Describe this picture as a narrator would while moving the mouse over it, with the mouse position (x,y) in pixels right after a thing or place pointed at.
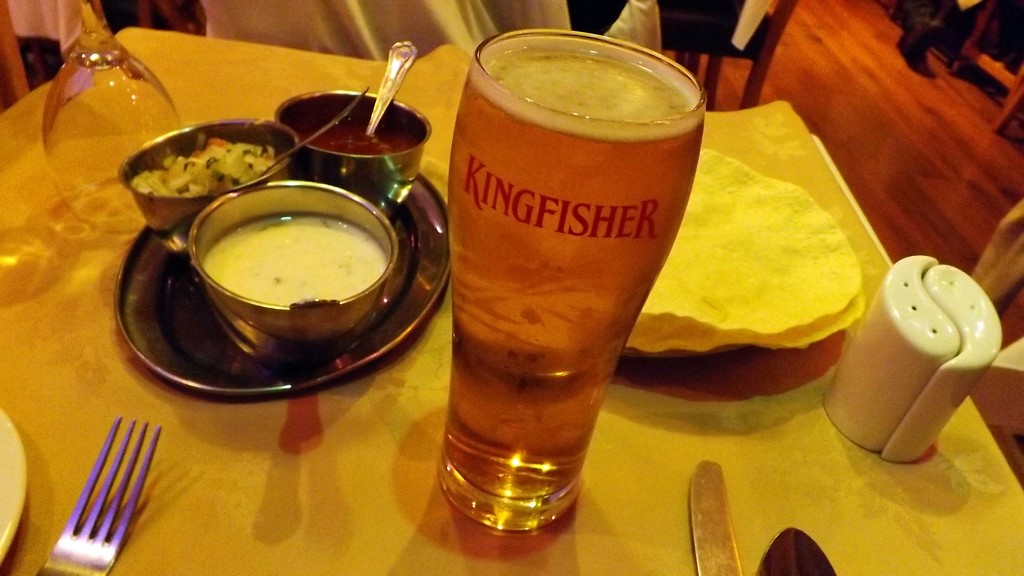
In this picture we can see liquid (485,211) and some text (579,203) on a glass (568,464). There is a fork (67,549), knife (727,565) and some food items (248,293) in the bowls (161,228). These bowls (278,336) are on a plate (175,282). We can see a glass (153,88), white object (22,515) and other things (1,430) on a yellow surface (349,75). We can see a few objects (748,39) in the background (969,46).
